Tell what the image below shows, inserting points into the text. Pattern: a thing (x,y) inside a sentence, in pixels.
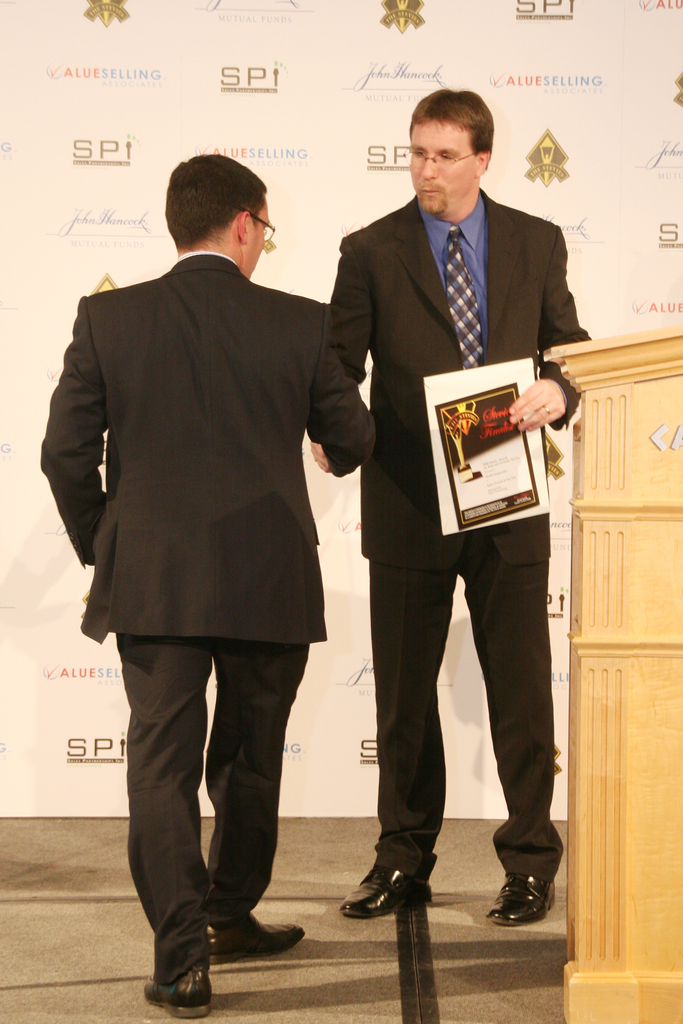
In this picture we can see two men (101,360) wearing black coat (365,357), standing and shaking their hand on the stage (429,907). Beside we can see a wooden speech desk (593,523). In the background (212,36) we can see a white color advertisement poster (280,36).
